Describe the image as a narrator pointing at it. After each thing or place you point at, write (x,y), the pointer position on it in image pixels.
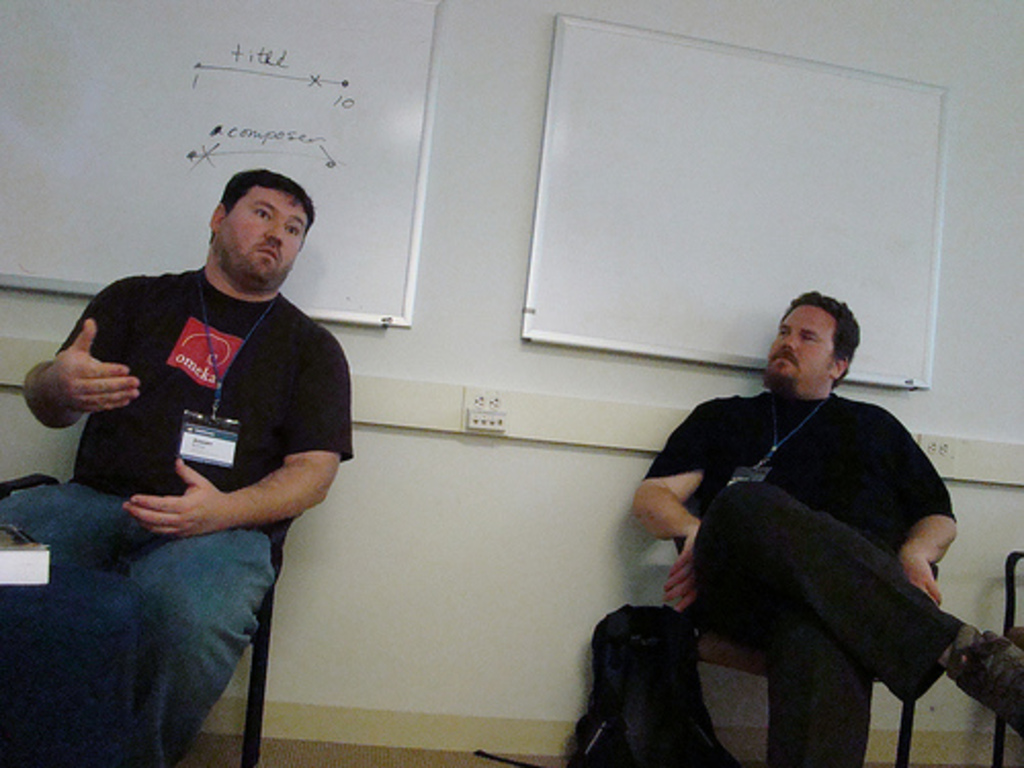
The picture is taken in a classroom (569,529). In the foreground of the picture (725,554) there are chairs (1013,597), men (772,484), backpack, table (24,580) and other objects (13,545). In the background (583,154) there are boards (546,115), plug box (488,402) and wall (506,197).
